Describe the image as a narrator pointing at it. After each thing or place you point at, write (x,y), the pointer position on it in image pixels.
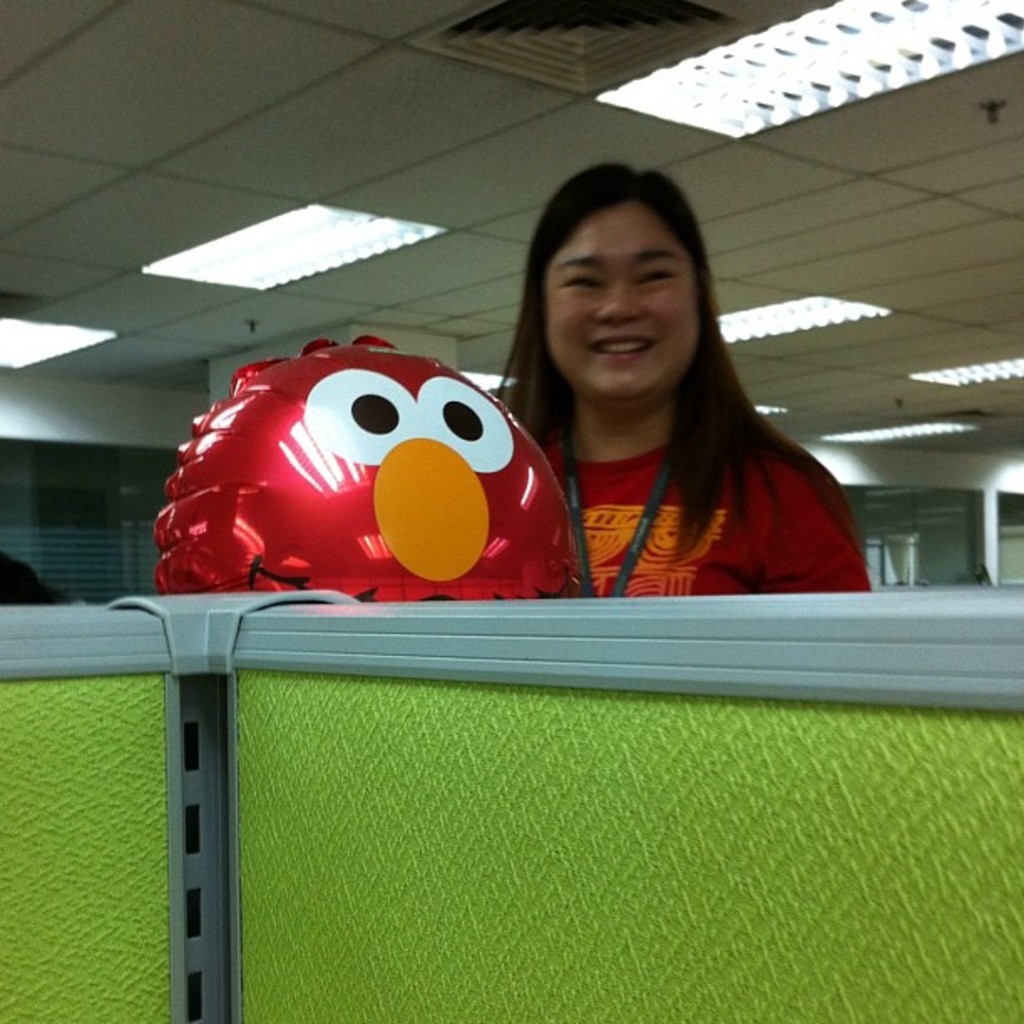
In the center of the image (648,549) we can see a lady (634,468) standing and smiling and there is a balloon (436,555). At the bottom (553,770) we can see a cubicle (366,820). In the background (47,396) there are walls (46,409). At the top (744,327) there are lights (742,117).
